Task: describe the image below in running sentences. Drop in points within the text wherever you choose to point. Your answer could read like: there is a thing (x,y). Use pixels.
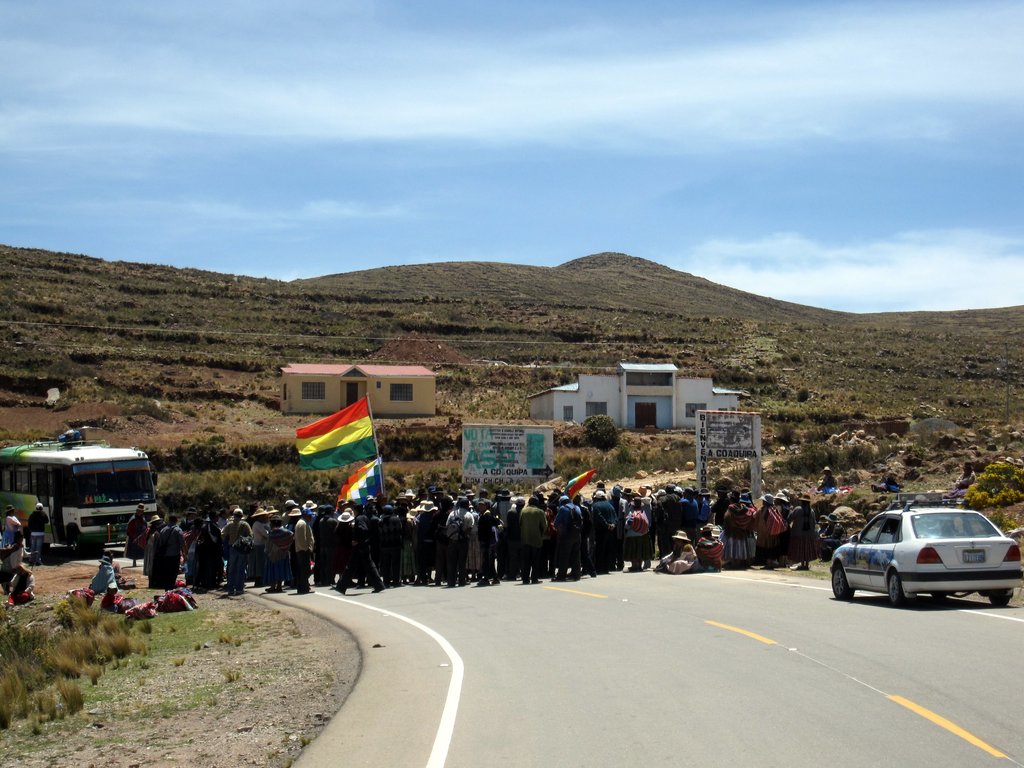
In the foreground (559,506) I can see a crowd (320,541), car (980,563) and bus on the road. In the background (276,390) I can see houses (284,380) and mountains (328,295). On the top (414,104) I can see the sky (551,156). This image is taken during a day.
